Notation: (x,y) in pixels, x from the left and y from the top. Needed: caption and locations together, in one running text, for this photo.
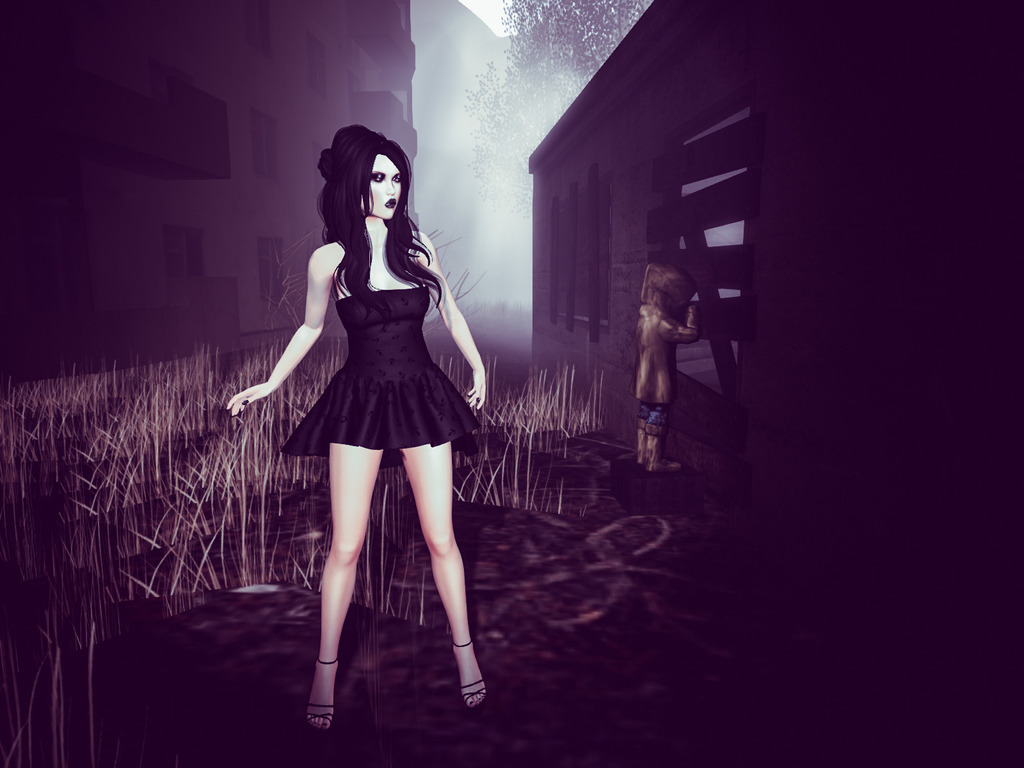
This is an animated image. We can see a girl (331,642) standing on the ground (588,700) and in the background (286,489) there is grass (177,483) on the ground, building (219,236), windows (267,147), smoke (491,217) and trees (509,134) and a person (662,321) is standing at the house (707,410) on the right side (691,234).
